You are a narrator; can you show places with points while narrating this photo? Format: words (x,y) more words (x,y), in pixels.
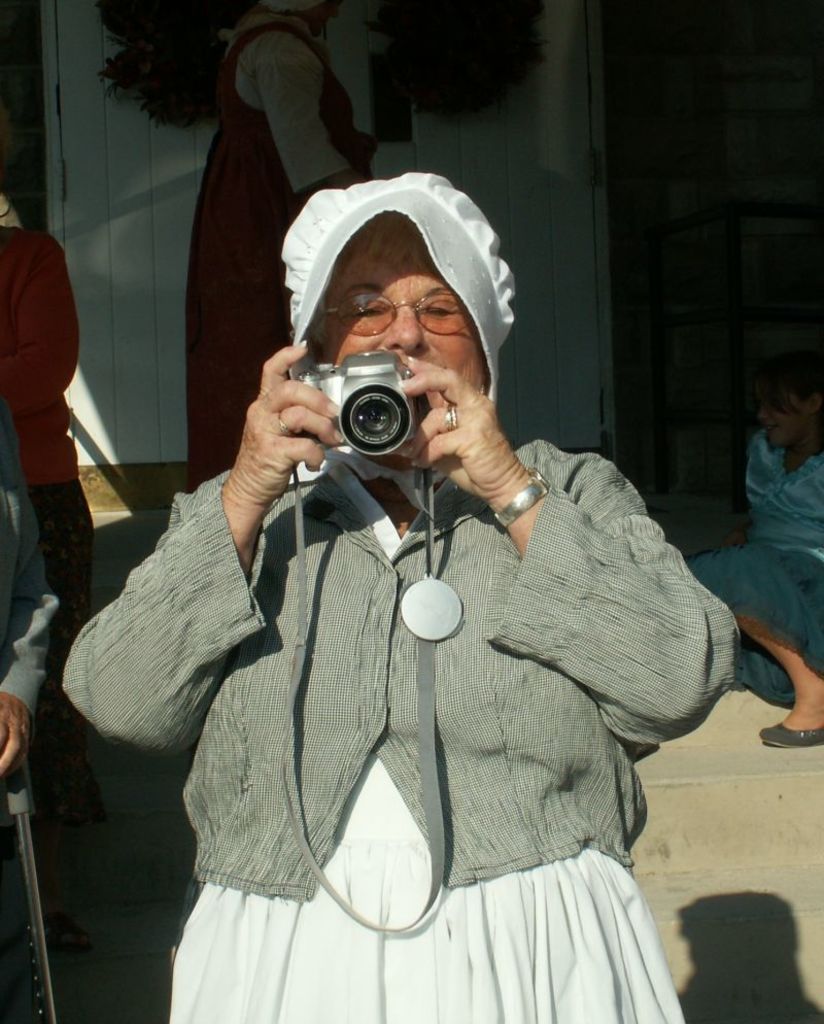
In this picture we can see a woman (566,728) standing and taking a snap with the camera (390,419). She has spectacles (439,306), she wear a cap (432,214). And on the background (791,421) we can see a girl (782,410) who is sitting on the floor (731,766). And this is the door (129,192).
